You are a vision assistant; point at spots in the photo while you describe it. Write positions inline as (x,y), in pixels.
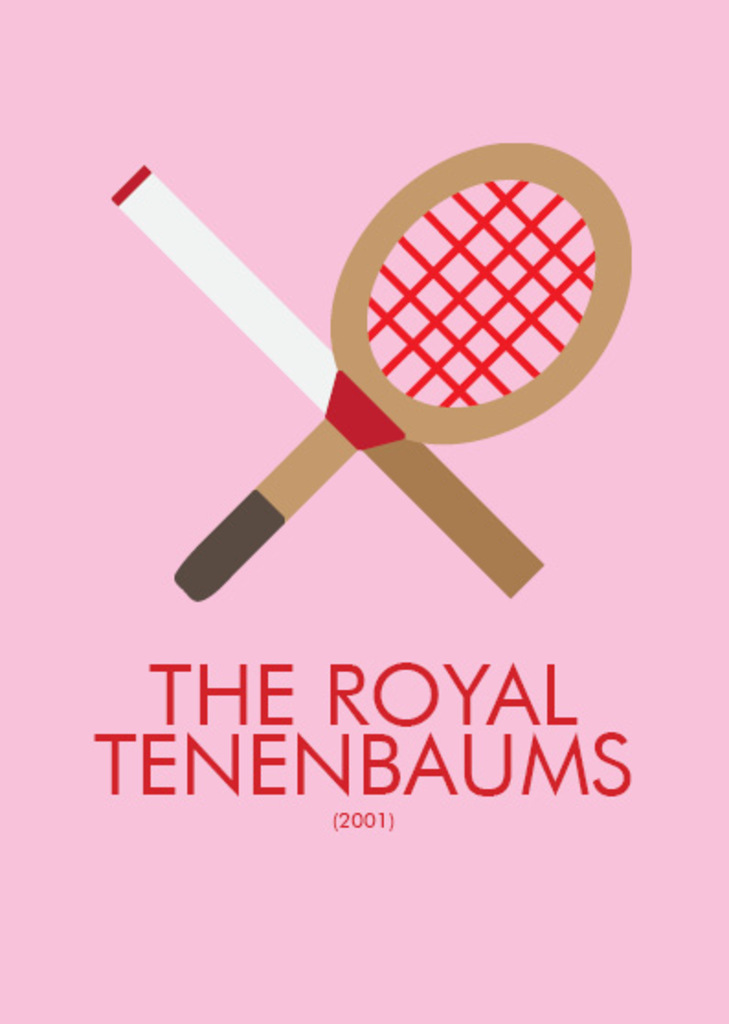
This is a poster (282,730). In this image there is something written. Also there is a drawing (398,381) of a tennis bat (411,310). In the background (159,169) it is pink color.
